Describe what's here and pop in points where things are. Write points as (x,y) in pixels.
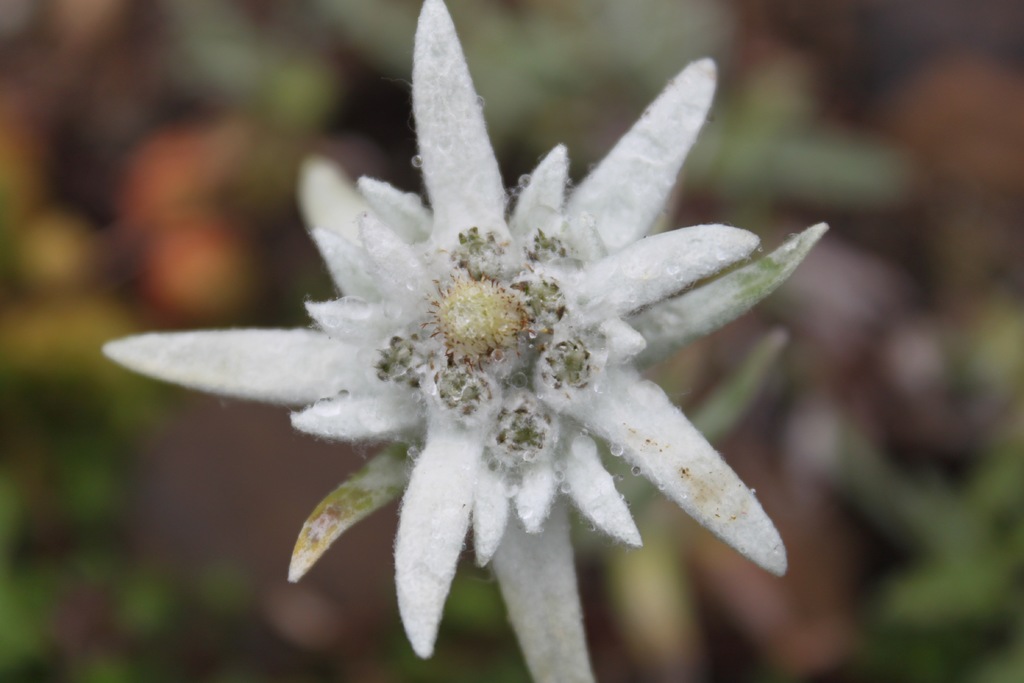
In this image we can see a flower (551,302). In the background (124,424) it is blur.
